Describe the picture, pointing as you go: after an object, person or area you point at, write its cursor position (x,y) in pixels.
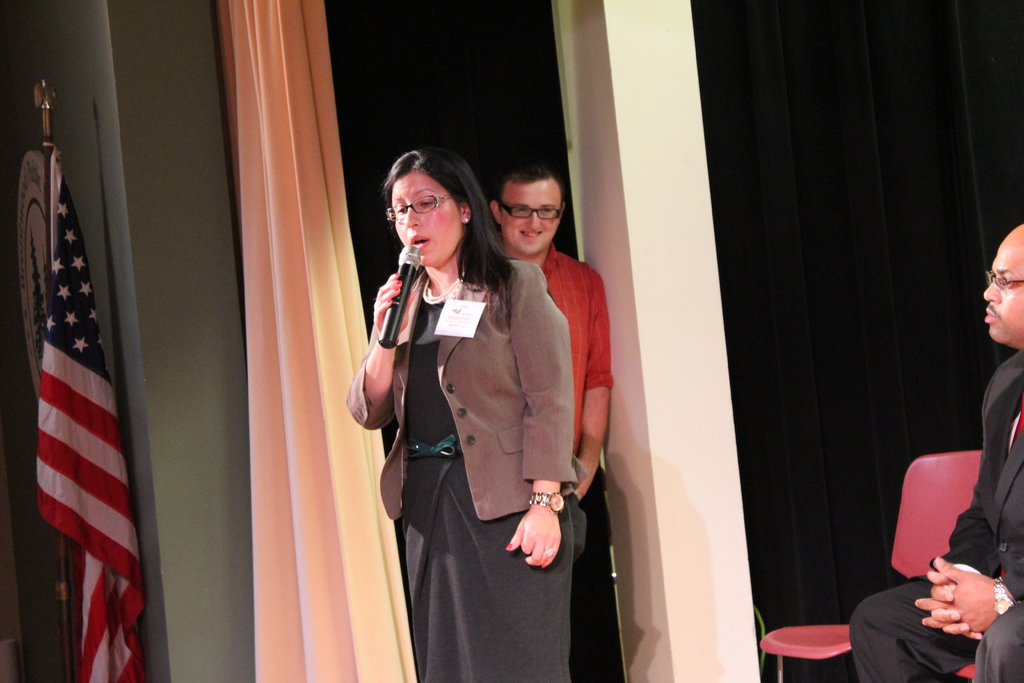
In this image we can see a person (972,503) sitting on the chair (929,517) and two persons (545,364) standing and a person (436,359) is holding a mic (413,272) and there is a pillar (700,612), curtain (345,527) and a flag (102,592) near the wall (149,412).
